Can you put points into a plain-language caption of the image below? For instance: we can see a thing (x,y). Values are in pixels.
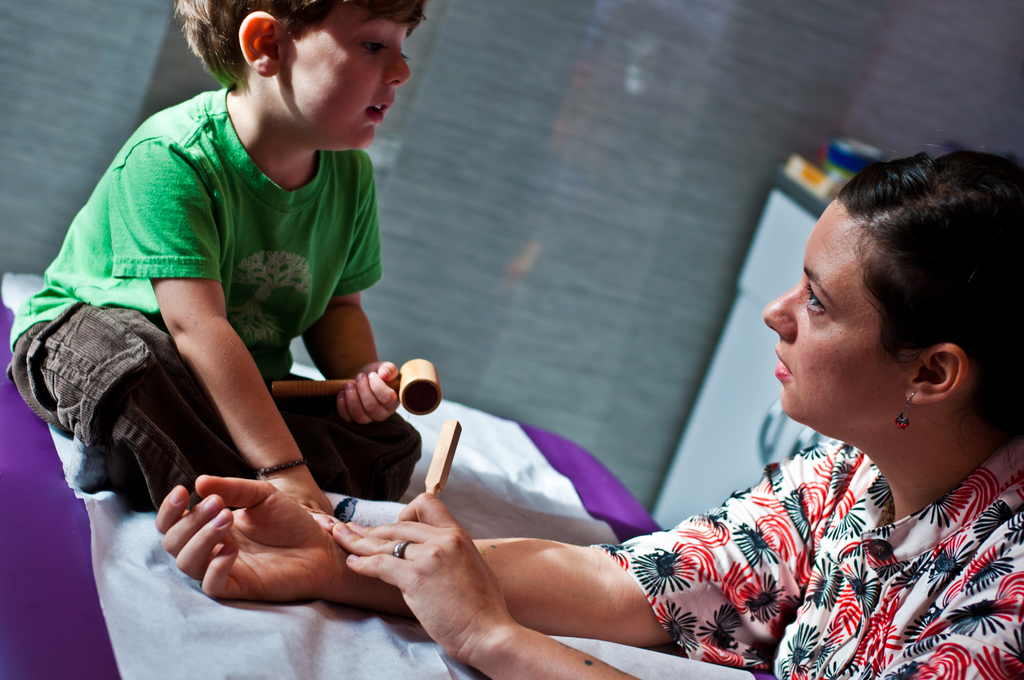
In this image there is a boy (402,6) wearing a green shirt (262,256) is sitting on the table (58,639) having a cloth (289,605) on it. He is holding a hammer (409,387) in his hand (373,398). Right side (740,586) there is a woman (836,580) holding a stick (437,462) in her hand (424,533). She is keeping her hands (435,625) on the table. Beside her there is a table (792,218) having few objects (811,185) on it. Background (45,126) there is a wall (426,157).
